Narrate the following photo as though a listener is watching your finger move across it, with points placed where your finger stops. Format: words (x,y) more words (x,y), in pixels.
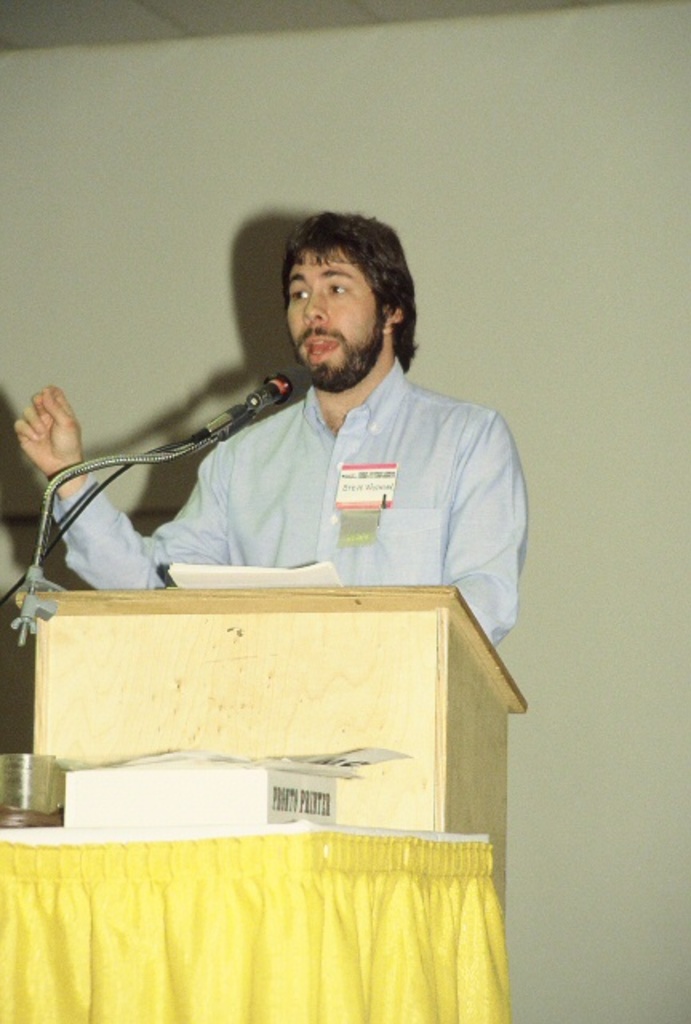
In this image I can see there is a man (102,501) standing behind the podium (138,638) and there is a microphone (36,559) attached to it. There is a table (13,861) and there are few objects (157,789) placed on it. In the backdrop (298,143) there is a wall (348,197).
